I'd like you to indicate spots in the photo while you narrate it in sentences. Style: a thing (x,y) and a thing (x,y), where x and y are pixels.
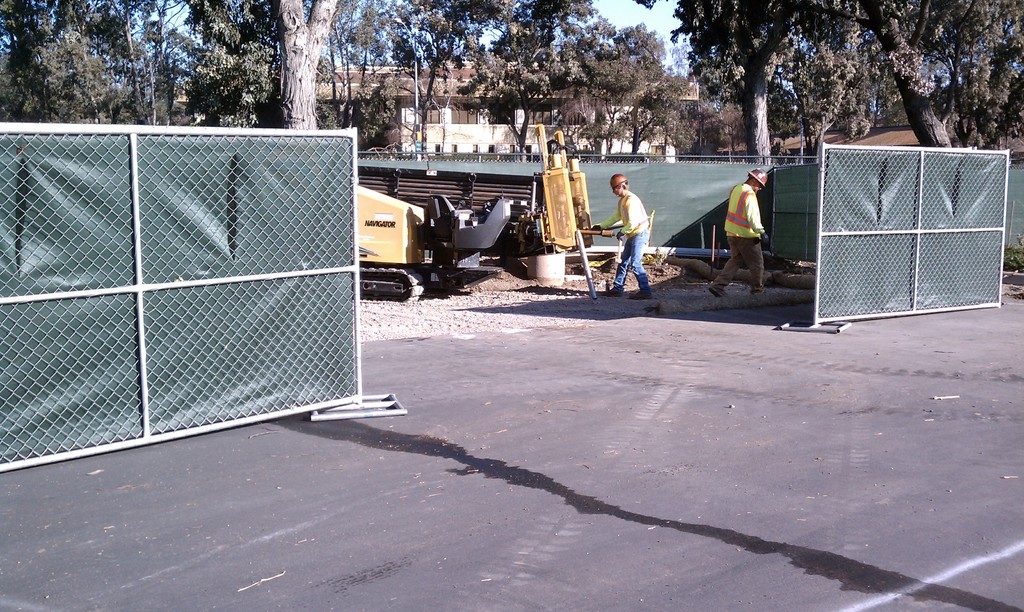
In this image I can see fencing (310,251), two persons (730,230), a vehicle (504,252), number of trees (123,109), a building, the sky (627,27) and here I can see these two are wearing helmet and jackets (730,212).
